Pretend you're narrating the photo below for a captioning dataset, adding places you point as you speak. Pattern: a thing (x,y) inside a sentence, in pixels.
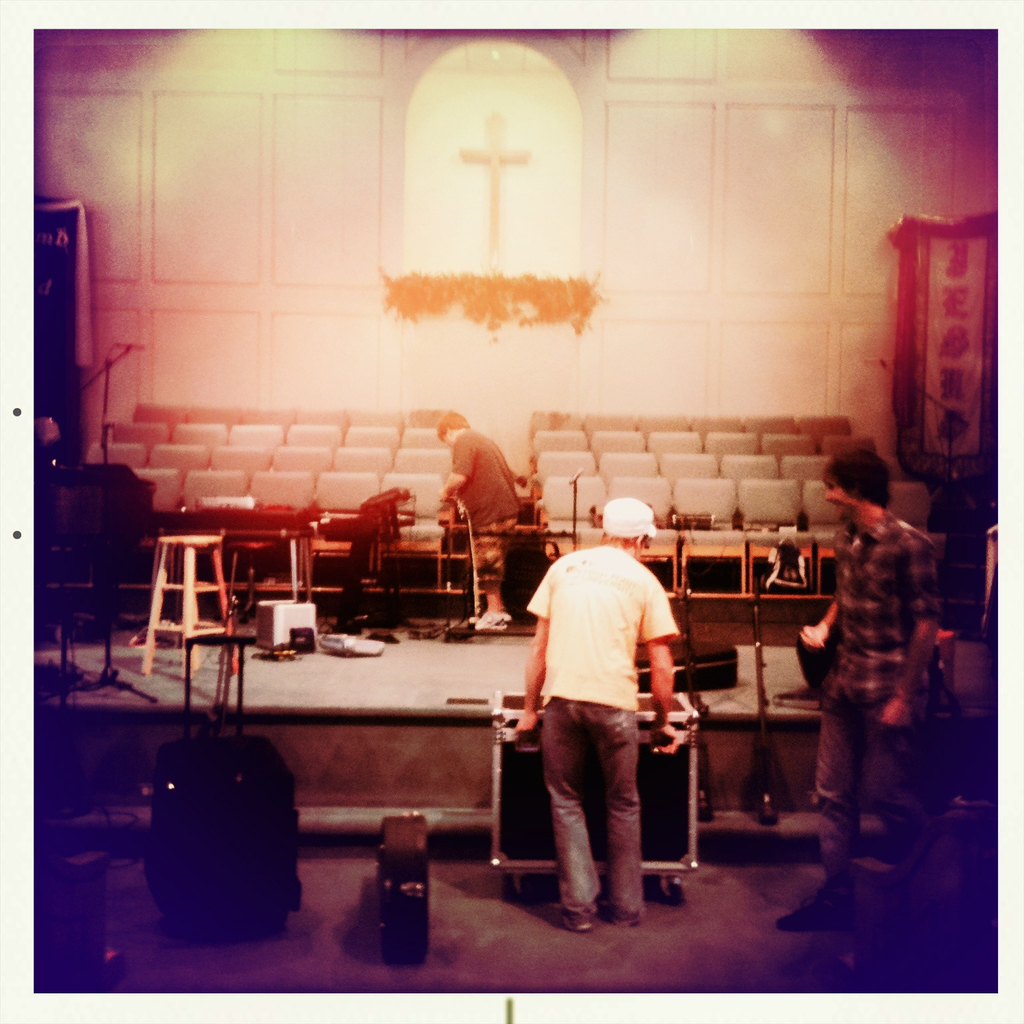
The picture is taken inside a room (740,624). There are few persons (608,641) standing. there are chairs (244,471) and few other stuffs (300,645). In the background (505,239) there is a wall (612,167) on it there is a cross (491,190).
